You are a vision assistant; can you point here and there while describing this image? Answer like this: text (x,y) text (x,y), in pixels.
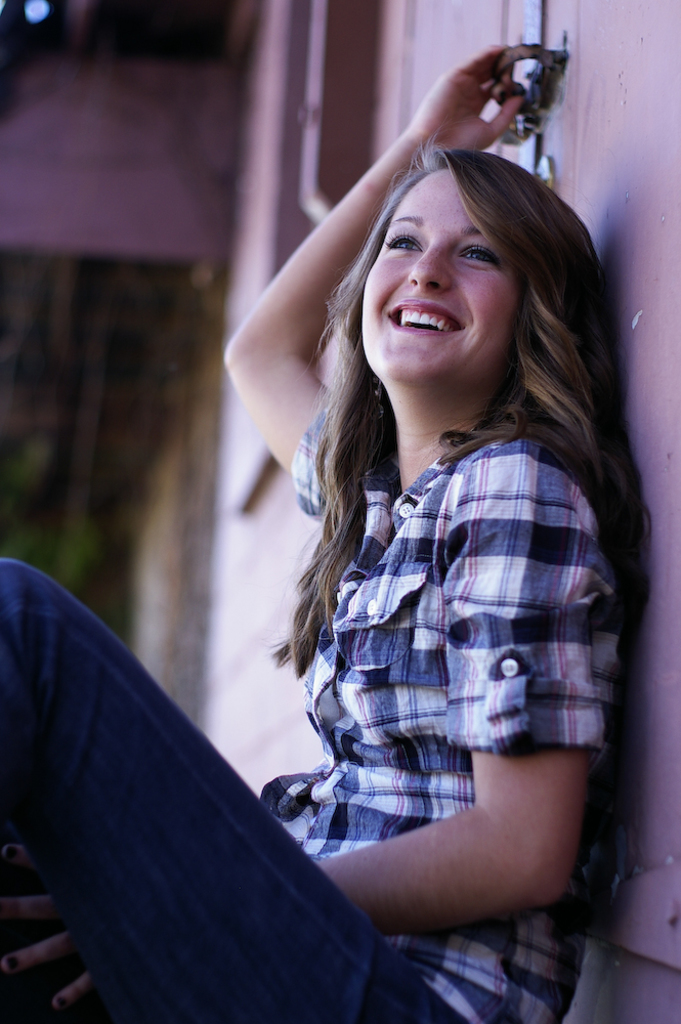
In this image there is a woman (446,480) sitting towards the bottom of the image (340,789), she is holding an object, there is a wall (650,336) towards the right of the image (632,310), there are objects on the wall (331,138), there is an object (103,49) towards the top of the image (93,133), there is a wall (108,138) towards the left of the image (76,183), there is an object (51,424) towards the left of the image (68,376).
